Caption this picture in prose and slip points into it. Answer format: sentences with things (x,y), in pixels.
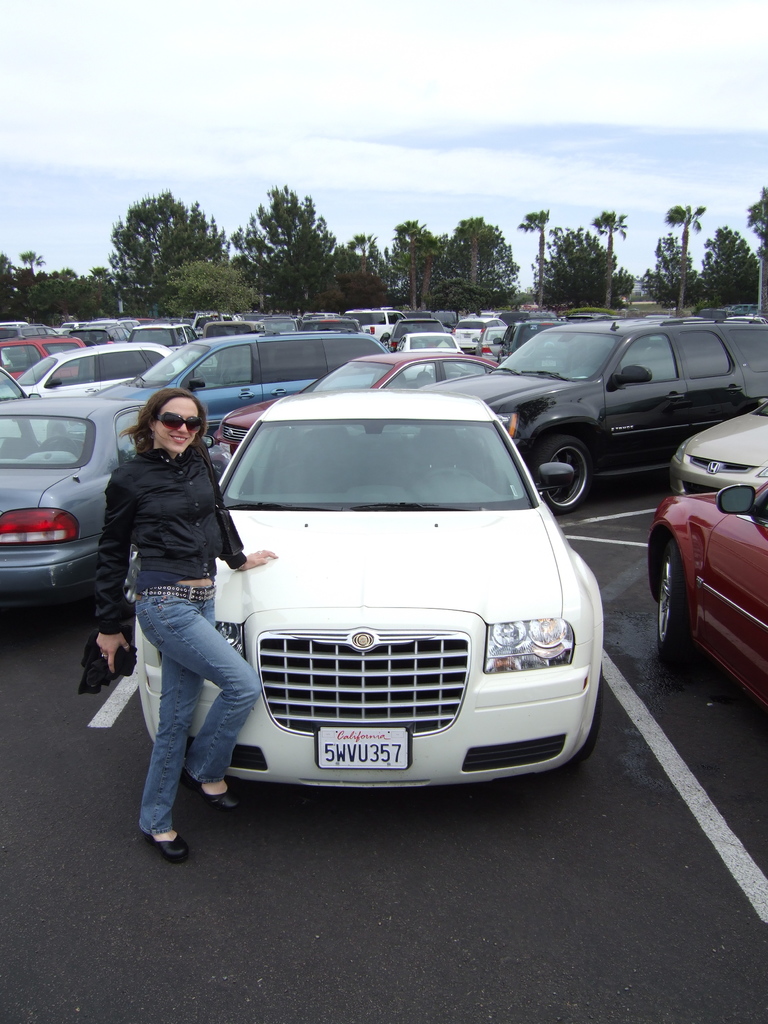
In the image there is a lady (178,660) standing in front of the car (308,614). There are many cars (211,378) on the road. Behind the cars (740,392) there are many trees (450,273). At the top of the image (225,100) there is sky (465,159).
